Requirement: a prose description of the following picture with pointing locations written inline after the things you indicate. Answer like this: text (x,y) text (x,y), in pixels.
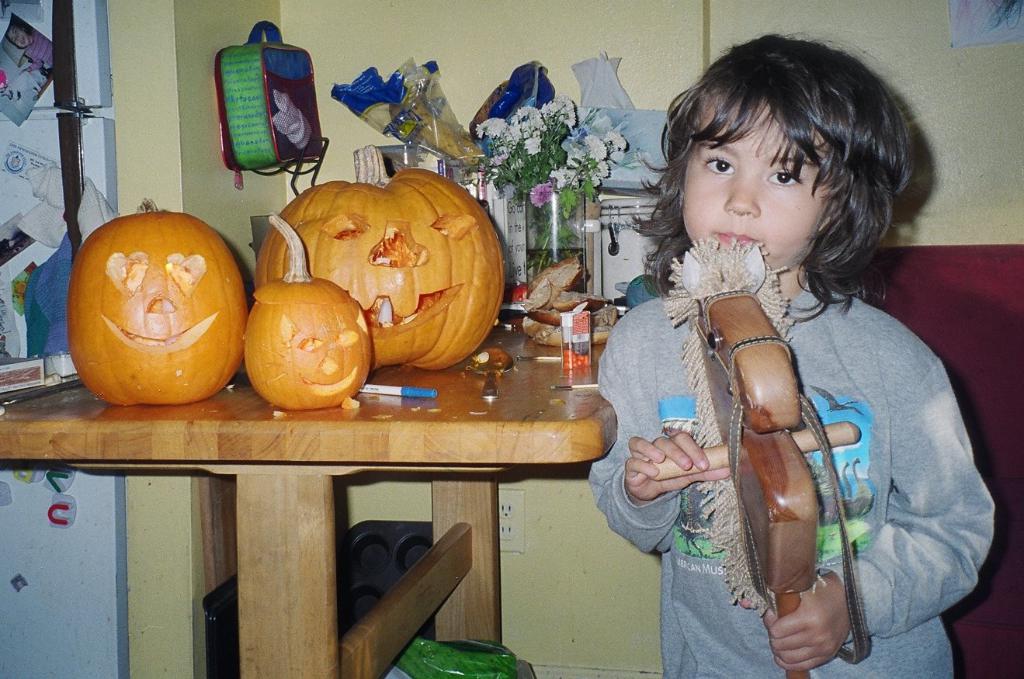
In this image we can see a kid (833,381) wearing grey color dress (846,379) standing and holding some object (768,413) in her hands (838,588), we can see some pumpkins (448,210), pens (412,391), flower vases (557,182) and some other items (559,319) on table (451,397) and in the background of the image (378,55) there is a wall (146,125) to which bag (303,74) is attached.
